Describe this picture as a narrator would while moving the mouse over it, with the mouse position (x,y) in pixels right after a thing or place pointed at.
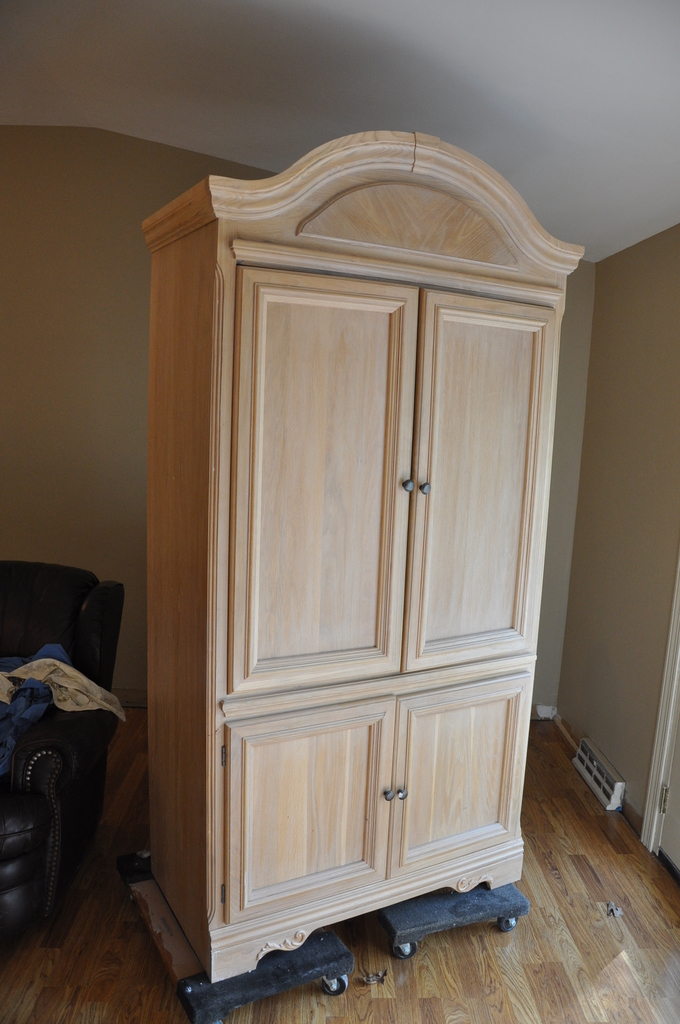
This image is taken indoors. In the background (667,551) there is a wall (563,442). At the top of the image (352,127) there is a roof (384,88). In the middle of the image (280,444) there is a wooden wardrobe (330,375) on the floor (462,963). On the left side of the image (37,663) there is an object (35,660).
